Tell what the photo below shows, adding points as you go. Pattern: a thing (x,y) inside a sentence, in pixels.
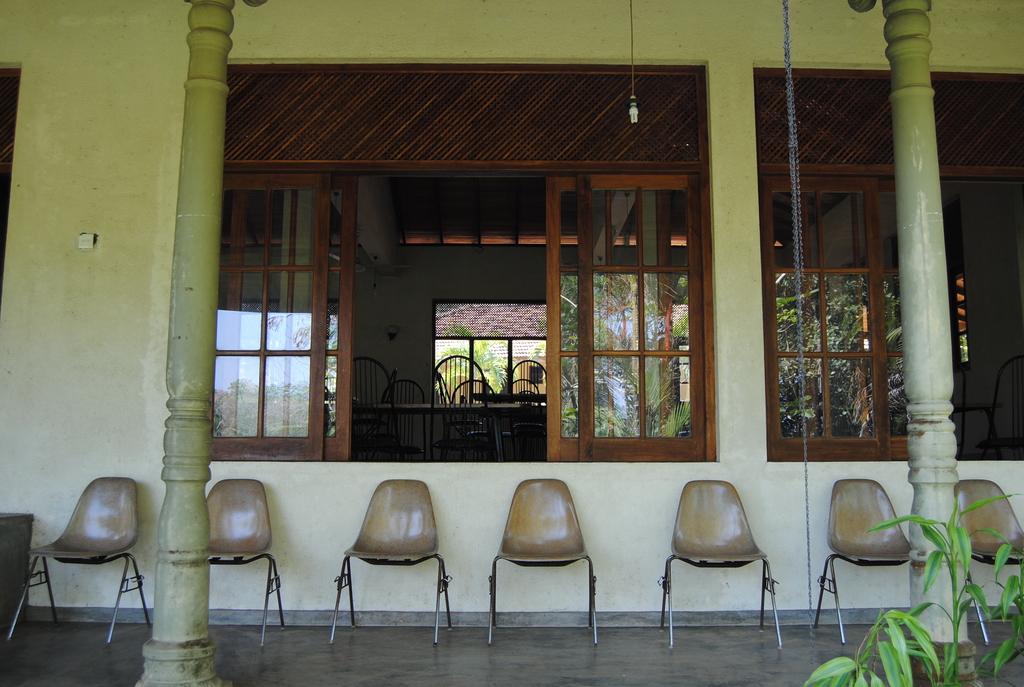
In this given picture, We can see few leafs (926,642) and a couple of chairs (829,568), a floor (582,627) after that, We can see windows (624,218), an electrical wire (632,49), light (634,112), next, We can see the window (552,370) is open and we can see the inside view of the room (412,281), few chairs (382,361), certain trees (486,355).
